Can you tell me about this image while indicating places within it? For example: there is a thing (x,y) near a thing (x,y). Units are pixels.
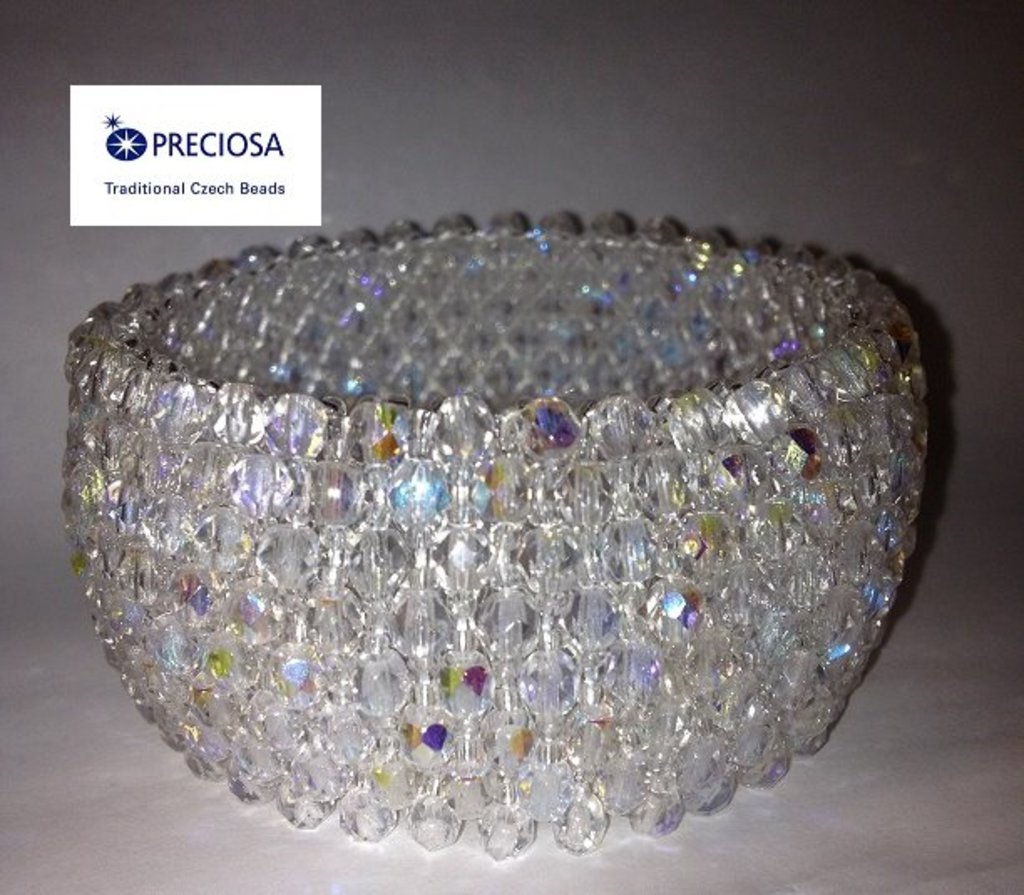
In the center of the picture (404,309) there is a bangle (637,367). On the left (186,164) there is some text (193,190). The picture has white surface (886,862).
